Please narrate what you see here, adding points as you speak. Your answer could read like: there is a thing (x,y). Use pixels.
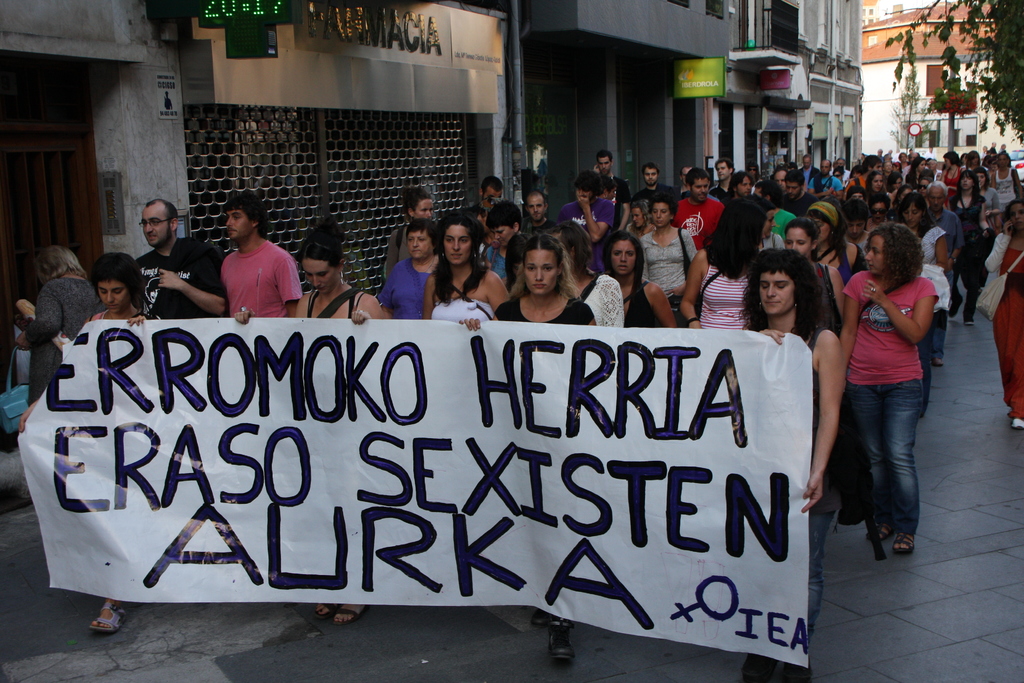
In the center of the image (531,319) we can see a group of people (867,242) are walking and some of them are holding banner (311,415). In the background of the image (900,117) we can see buildings (745,73), boards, trees (1000,53), wall (667,107), windows (820,118), grille (411,158). At the bottom of the image (824,639) we can see the road (880,561).
